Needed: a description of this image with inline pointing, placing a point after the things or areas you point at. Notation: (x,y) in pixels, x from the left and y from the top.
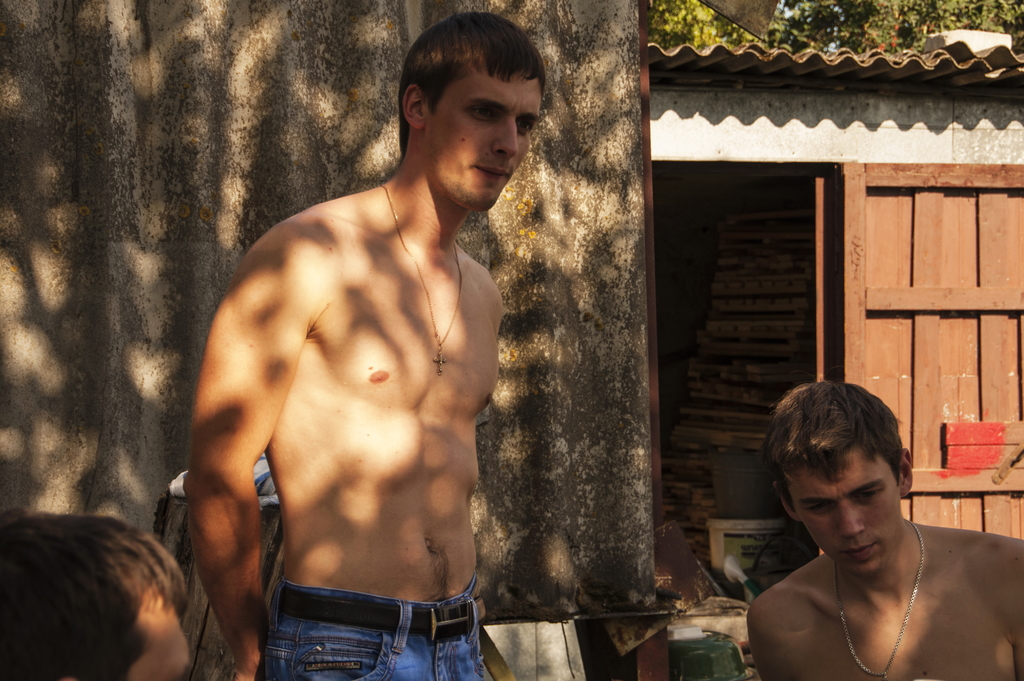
In this image we can see some persons (352,520) who are partially naked and in the background of the image (186,4) there is wall (50,414), door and some trees (725,33).
